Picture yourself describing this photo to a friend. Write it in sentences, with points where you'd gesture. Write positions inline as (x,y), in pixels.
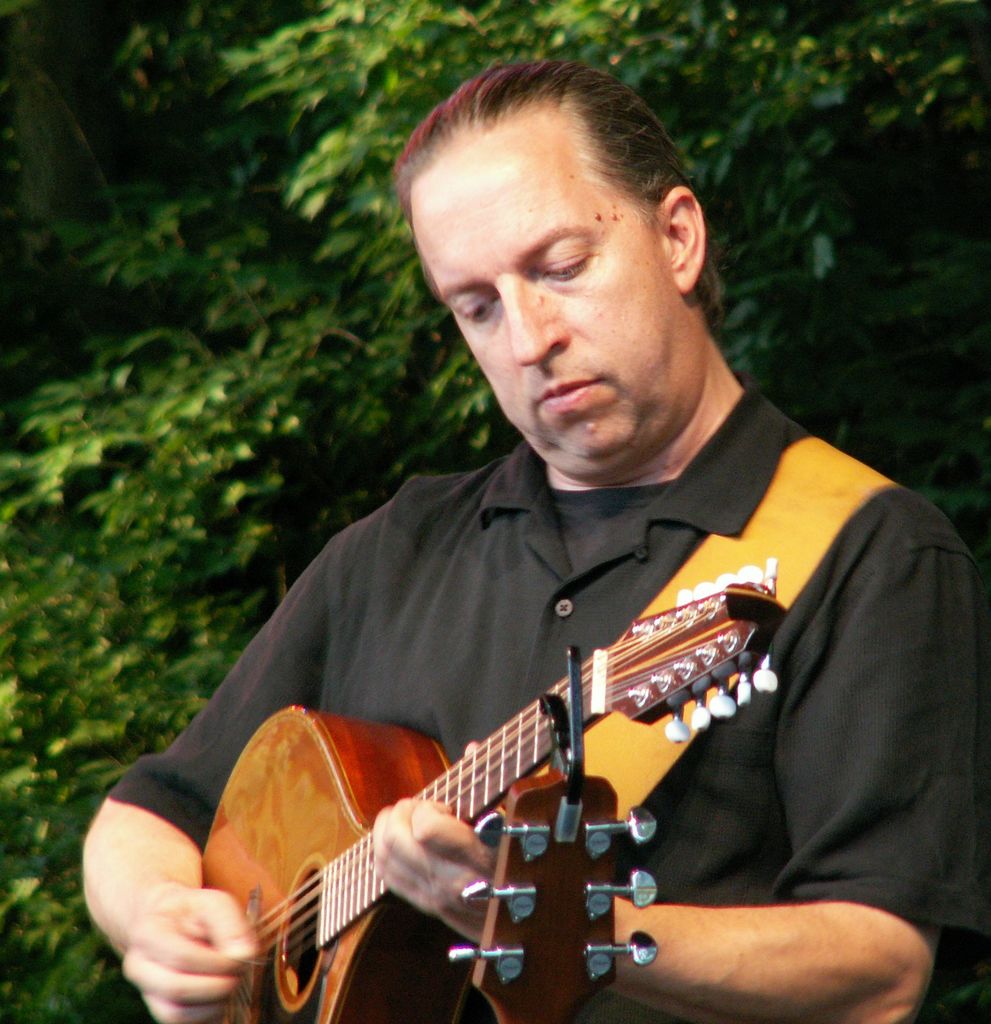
A person (387,601) is playing guitar (456,802). Behind him there are trees (400,275).
